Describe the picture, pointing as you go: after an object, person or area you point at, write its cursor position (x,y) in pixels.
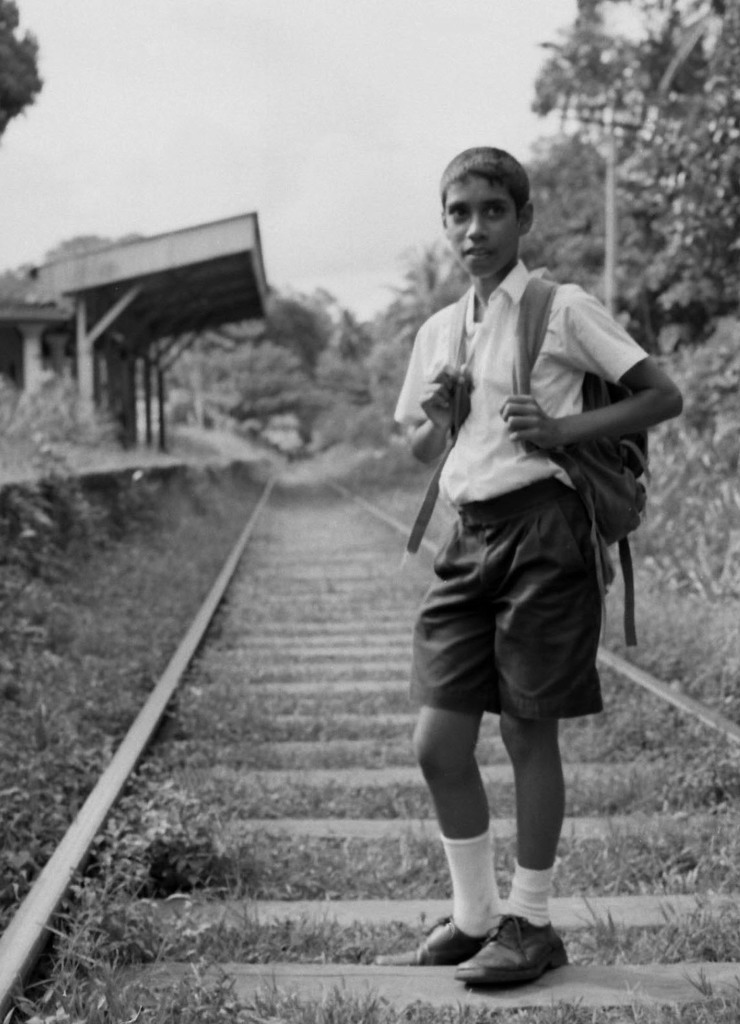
In the image we can see a boy (451,468) standing, wearing clothes (502,520), socks (487,903) and shoes (503,948), and hanging a bag (582,445) on his back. There are train tracks (200,632), grass (151,787), trees (672,201), pole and a sky (281,101), this is a station (137,305).
